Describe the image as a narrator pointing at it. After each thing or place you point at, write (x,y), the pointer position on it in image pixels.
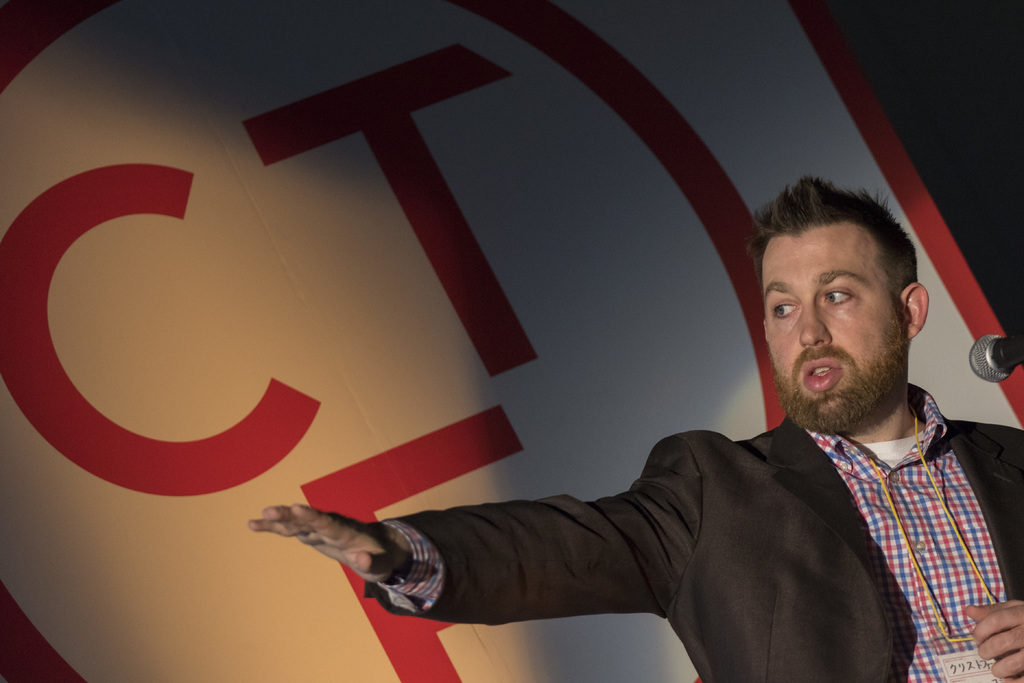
In front of the image there is a person (633,505) raising his hand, in front of the person (886,381) there is a mic (980,368), behind the person (873,390) there is some text (381,135) on the wall (594,272).
